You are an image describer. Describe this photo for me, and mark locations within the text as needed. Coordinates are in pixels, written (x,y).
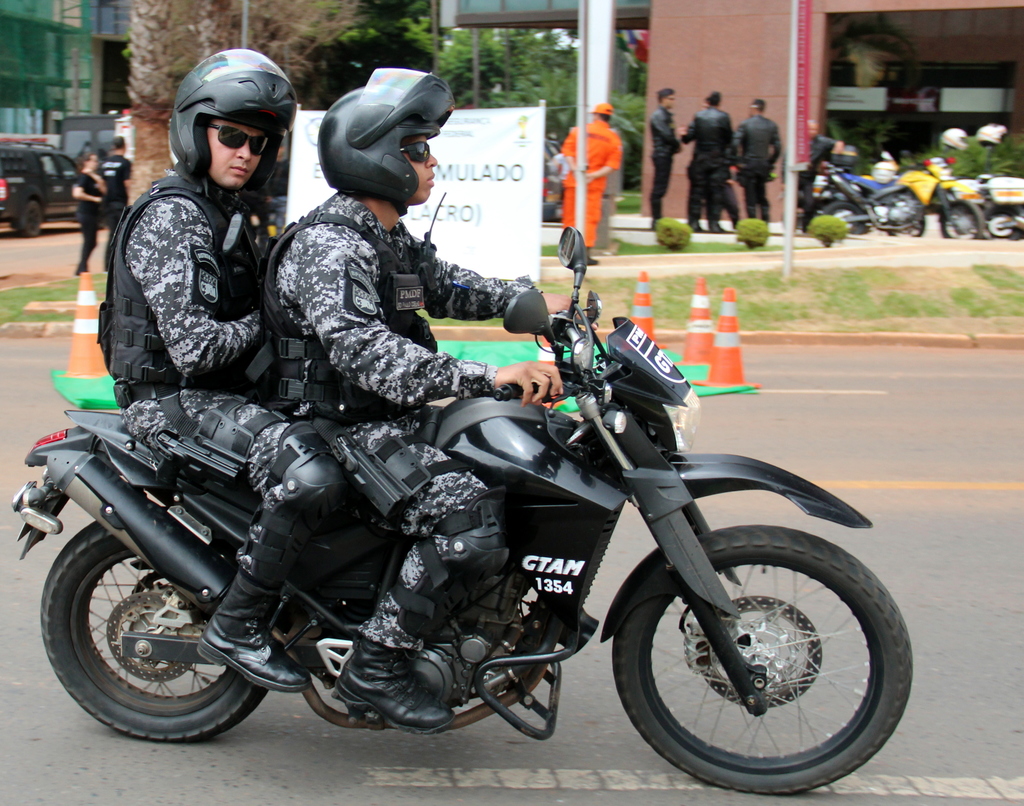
In this image we can see there are two persons (306,408) riding in a bike (628,499) on the road (962,604), behind them there are some traffic cones (689,341) on the road (677,344) and there is a board (447,137). There are a few people (594,137) standing in front of the building (654,38) and there are few bikes (879,185) and cars (91,141) are parked, beside the building (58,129) there are trees (133,115).
